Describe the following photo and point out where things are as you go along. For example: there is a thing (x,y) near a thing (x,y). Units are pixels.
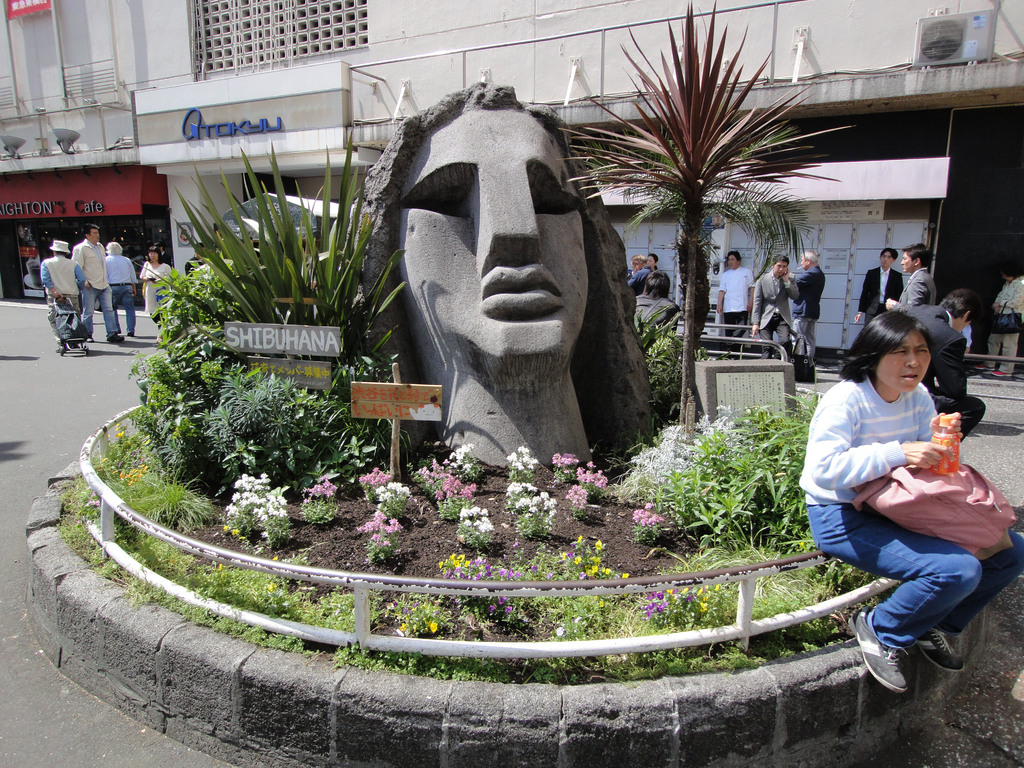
This image contains a statue (527,133) having few plants (648,326) around it. A person (831,452) is sitting on fence (893,583) is having a bag (899,505) on her lap (876,549) and holding a bottle (955,453) in her hand (904,450). There are few persons (131,274) walking on road (59,413). Few persons (1006,297) are standing. Background (941,126) there is a building (435,3).
